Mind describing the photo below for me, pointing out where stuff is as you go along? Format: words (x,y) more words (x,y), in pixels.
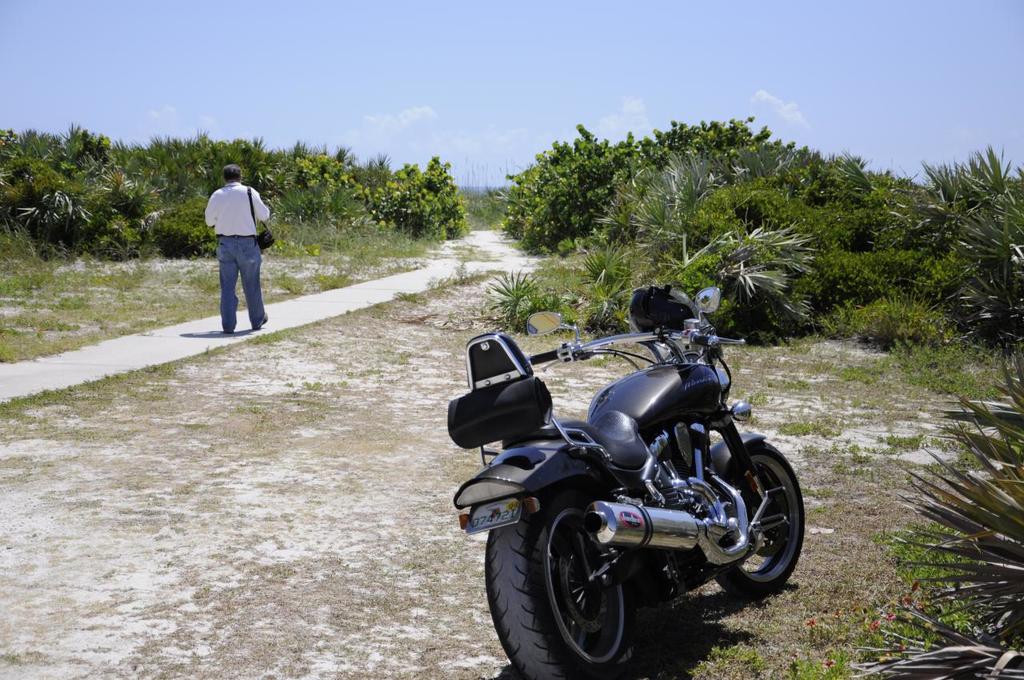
In front of the picture, we see a bike (647,558). We see a man (220,238) in the white shirt (244,204) is walking on the pathway (218,328). On the right side (963,516), we see the trees (682,232). There are trees (522,215) in the background (460,206). At the top (452,82), we see the sky (398,79) and the clouds (386,124).
